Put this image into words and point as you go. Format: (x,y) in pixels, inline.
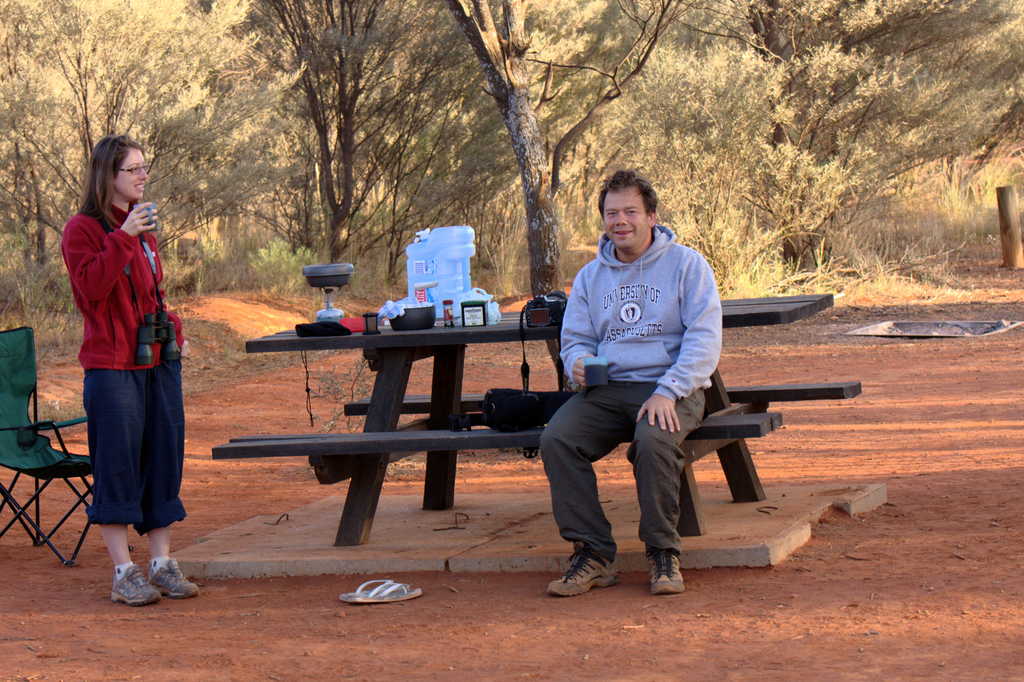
In this image there are two persons (594,293) one is sitting and smiling and other one is standing and smiling. There is a bowl (412,325), camera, bottle (421,287) on the bench (381,372), at the back (304,106) there are trees (468,88) and at the left (40,429) there is a chair (48,538), at the bottom (375,600) there is a footwear (390,598).
